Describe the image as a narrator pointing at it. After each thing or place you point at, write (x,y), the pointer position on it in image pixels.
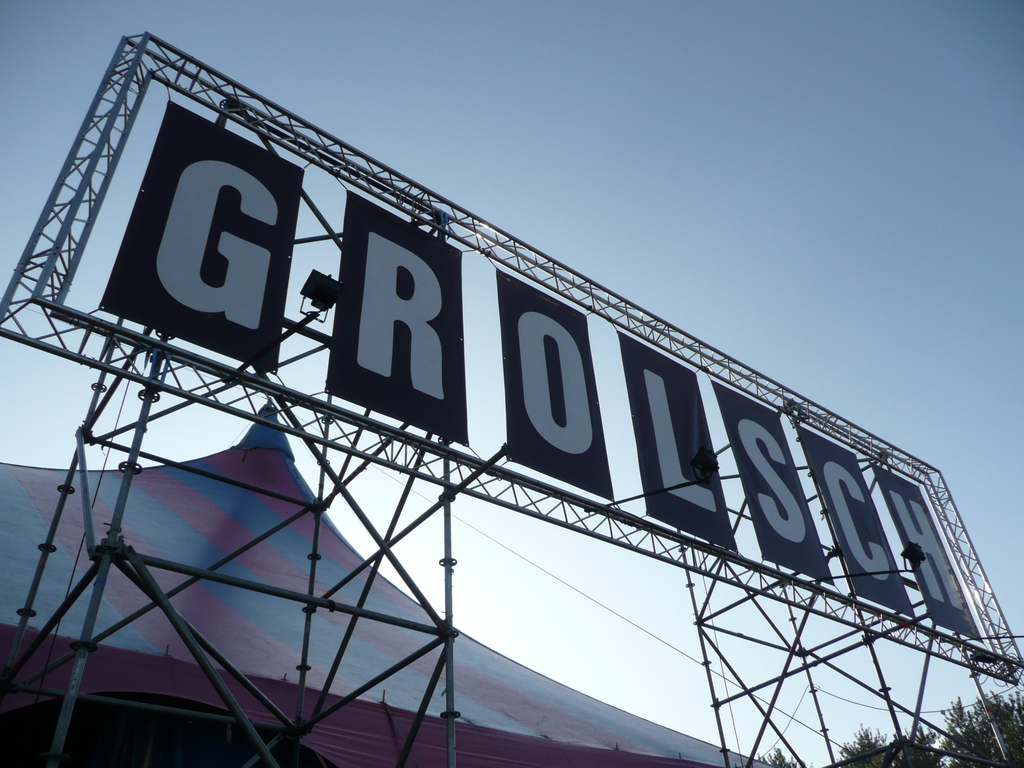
In this image we can see a hoarding (450,432), rods (66,311), lights (314,287), tent (220,530) and trees (869,737). Background (793,159) there is a blue sky (728,168).
